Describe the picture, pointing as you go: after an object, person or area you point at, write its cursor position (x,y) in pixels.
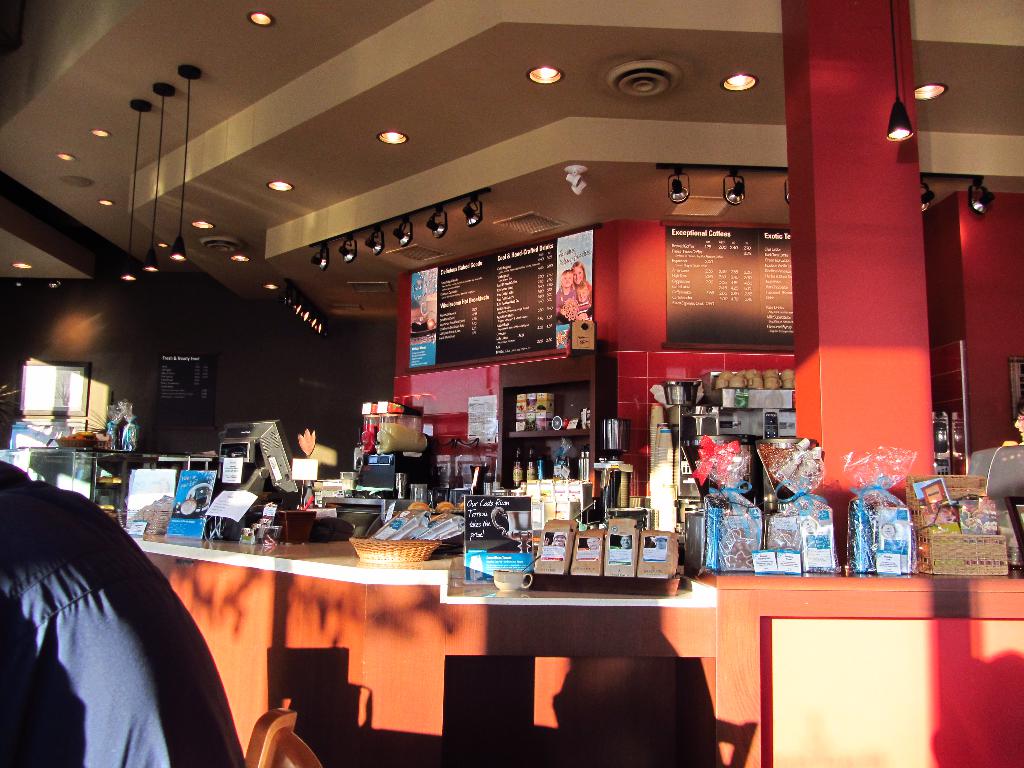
There is one man (171,625) present in the bottom left corner of this image (179,658). There are so many objects (454,528) are present on the table (714,603) which is in the middle of this image (609,477). We can see posters (679,275) are attached to the wall (652,264). There are lights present at the top of this image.
